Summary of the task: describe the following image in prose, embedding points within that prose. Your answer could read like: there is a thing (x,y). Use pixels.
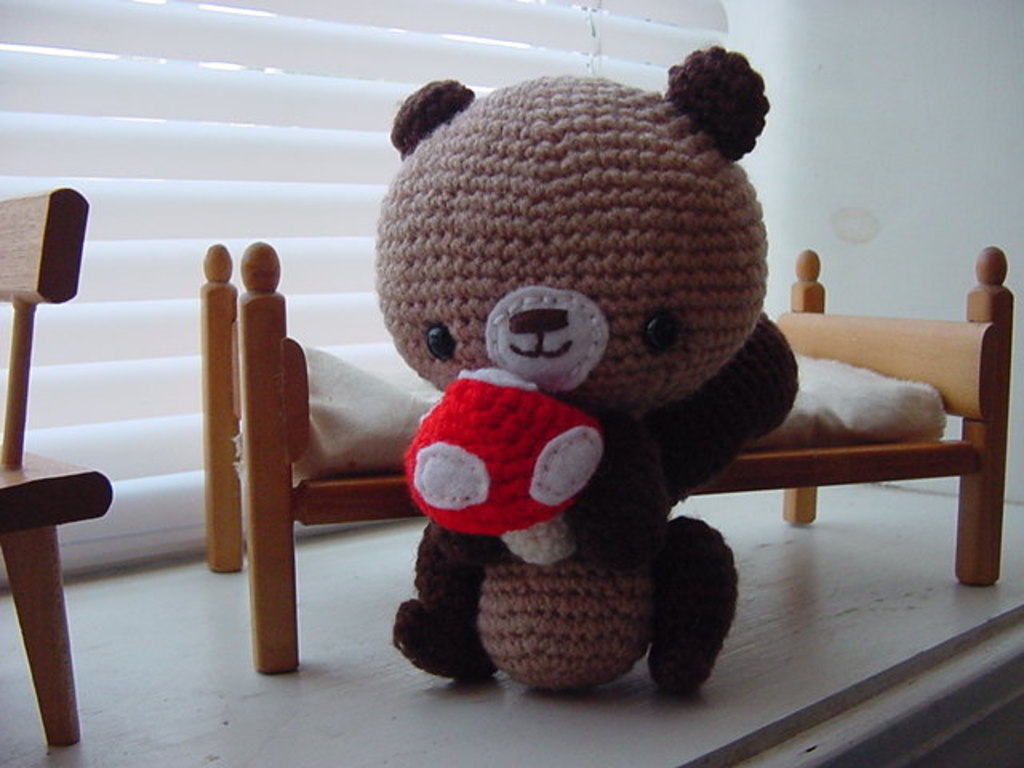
In the center of the image (600,491) we can see a soft toy (607,533). In the background (933,466) there is a toy cot (356,445) and a chair (43,502). In the background (189,150) there are blinds (328,111) and a wall (875,133).
